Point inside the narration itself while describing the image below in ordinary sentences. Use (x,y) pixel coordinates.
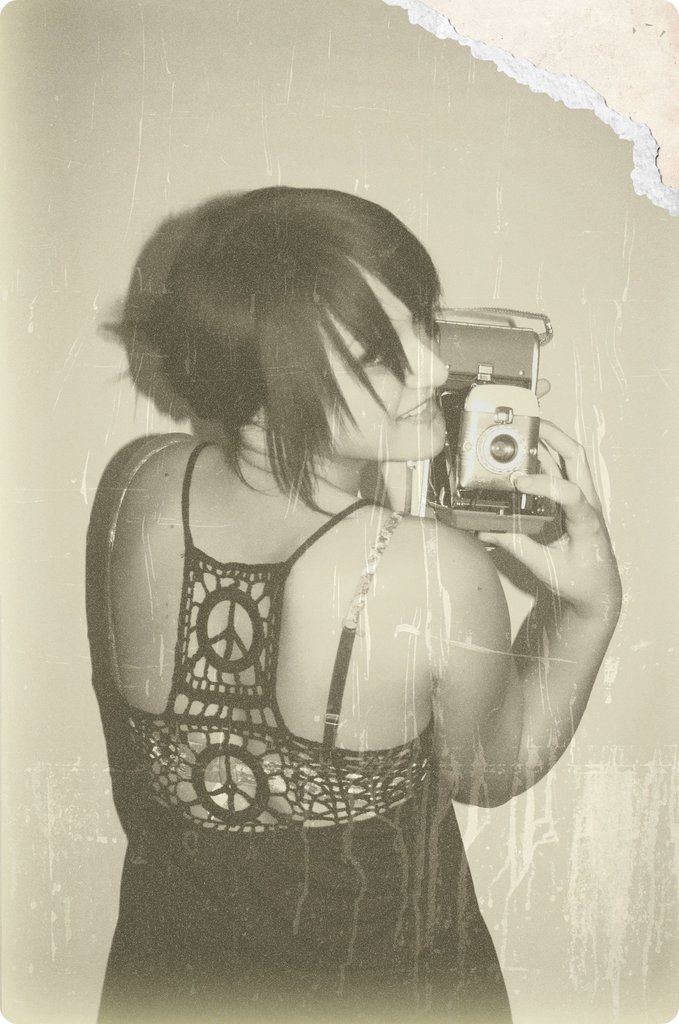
This looks like a black and white picture. Here is the woman (241,760) standing and smiling. She is holding camera (486,448) in her hands (574,535). This looks like a photo which is teared at the corner.
